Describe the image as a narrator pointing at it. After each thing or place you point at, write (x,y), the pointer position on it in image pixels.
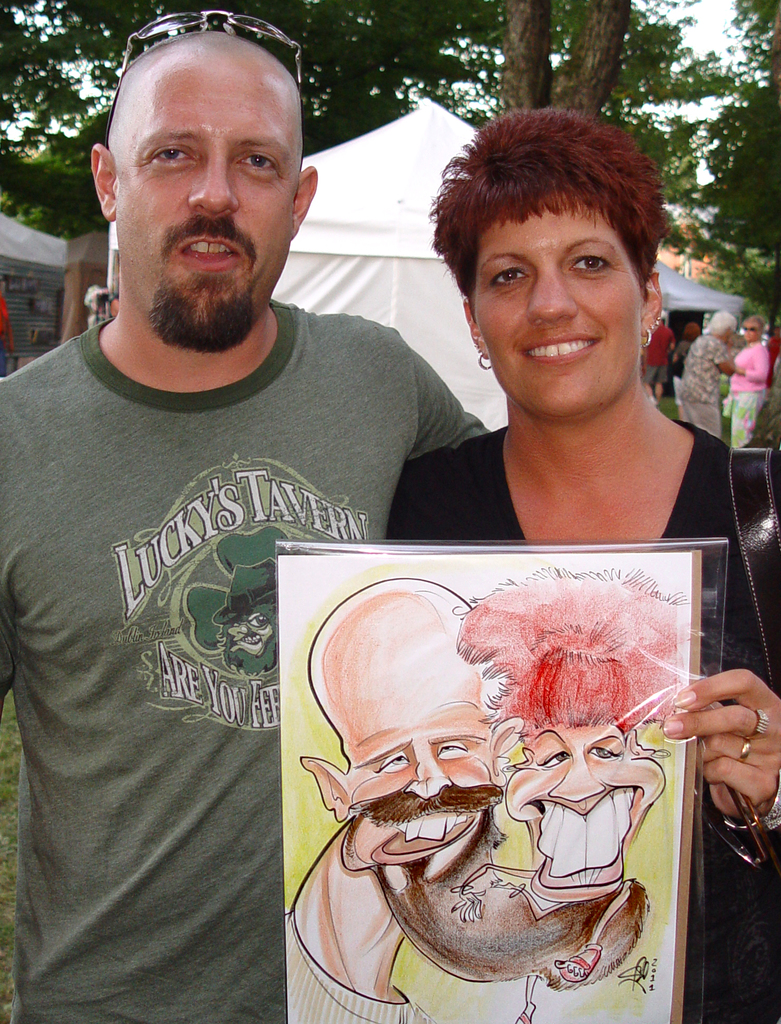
This picture is clicked outside. In the foreground (141,429) we can see the pictures (619,681) of the two persons (475,785) on a poster (456,626) and we can see a person (612,447) smiling, standing, holding some items (662,759) and we can see a man (241,321) wearing t-shirt (235,652) and seems to be standing. In the background (689,55) we can see the sky (692,35), trees (667,74), tents (349,272), group of people (711,335) and some other objects (27,317).
